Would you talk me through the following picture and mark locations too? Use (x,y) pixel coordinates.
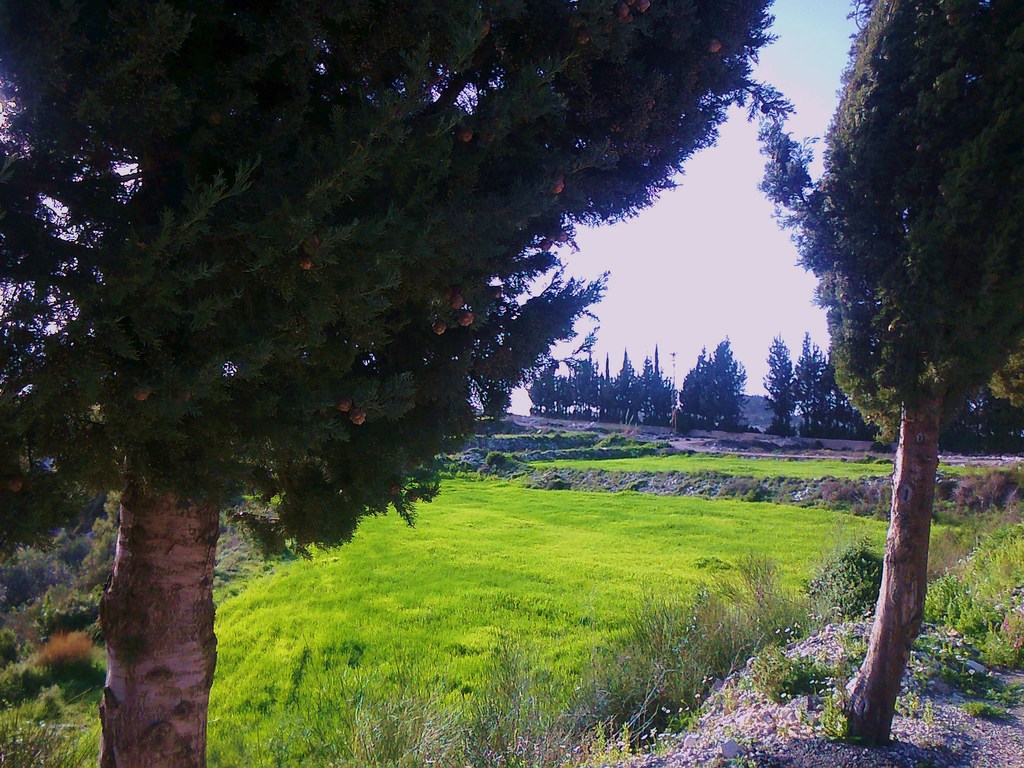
In this image I can see the plants (239,553), trees (207,484) and grass (486,557). In the background (633,400) I can see few more trees (610,381), clouds (707,212) and the sky (581,242).
